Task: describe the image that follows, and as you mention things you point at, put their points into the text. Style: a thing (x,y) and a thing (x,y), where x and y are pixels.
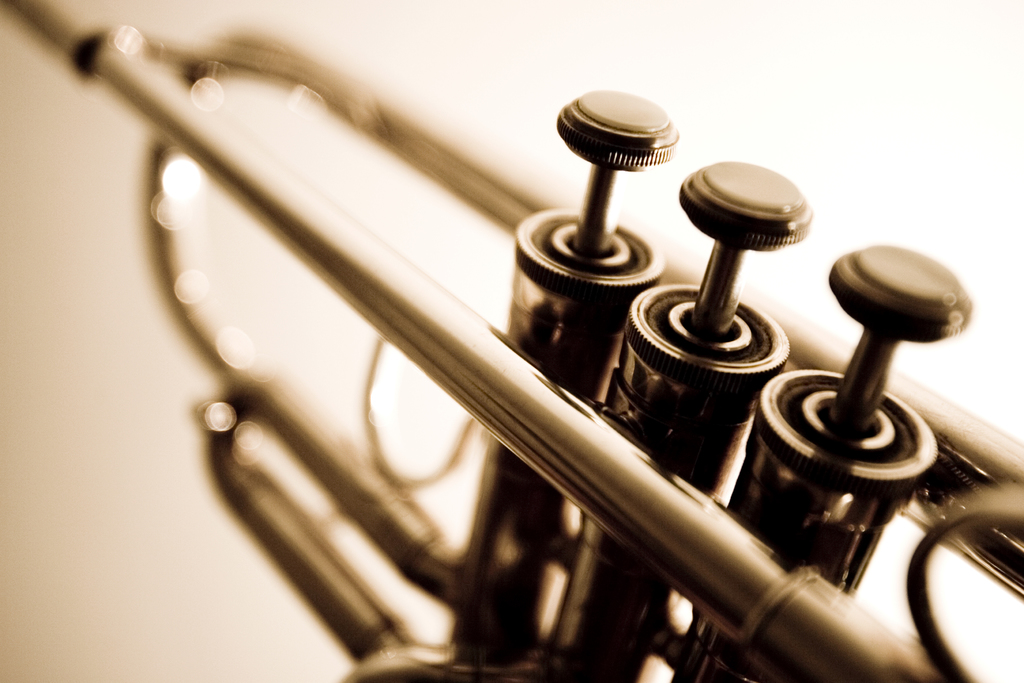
In this image I can see a trumpet (454,320).
